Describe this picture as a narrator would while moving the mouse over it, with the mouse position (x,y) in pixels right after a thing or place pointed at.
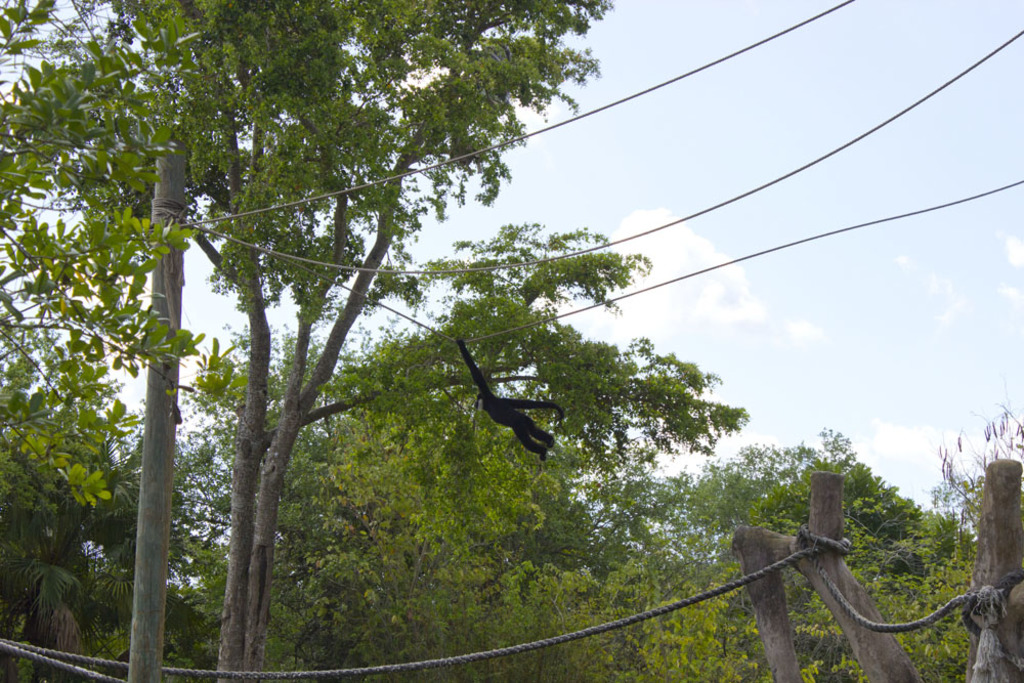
This is completely an outdoor picture. At the top of the picture (830,77) we can see a sky (863,280) with clouds (705,309). This is a tree (342,406) and in front of the picture we can see a rope (785,564) tied to the branch (860,600) of a tree (869,617).
